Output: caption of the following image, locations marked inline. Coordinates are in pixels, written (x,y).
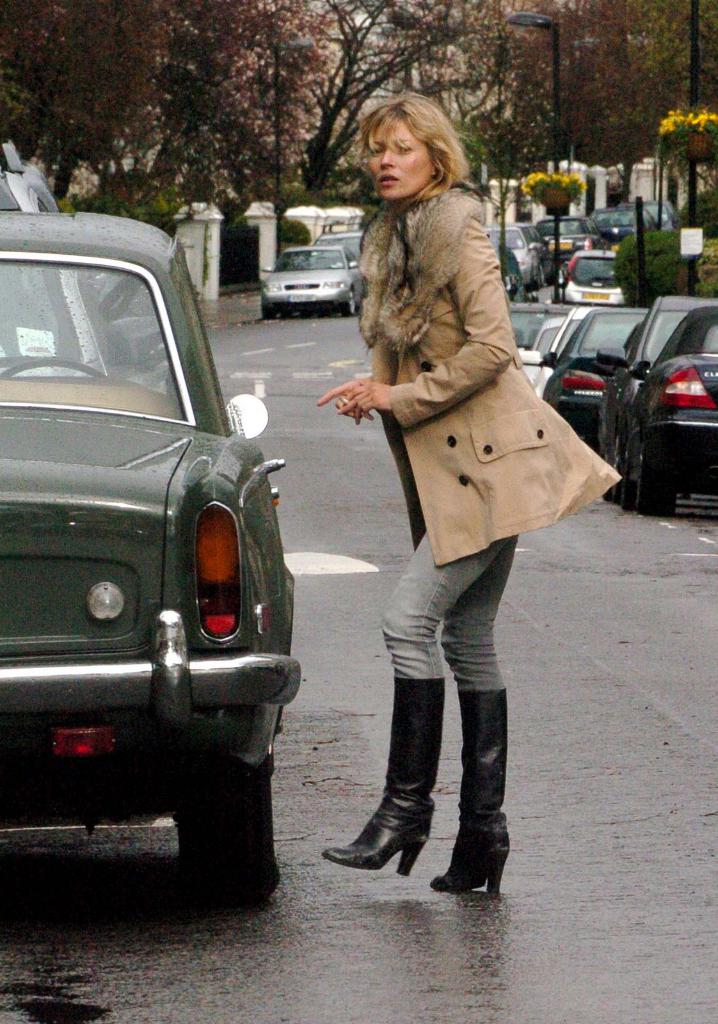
In this picture we can describe about a woman (421,399) wearing a brown jacket (450,430) and grey pant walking and looking into the camera. Beside we can see a old classic car (170,501) on the road (383,508). Behind we can see many cars (684,380) are parked at the roadside corner (560,316). In the background (521,19) we can see black color light pole (527,20) and many dry trees (266,46).
